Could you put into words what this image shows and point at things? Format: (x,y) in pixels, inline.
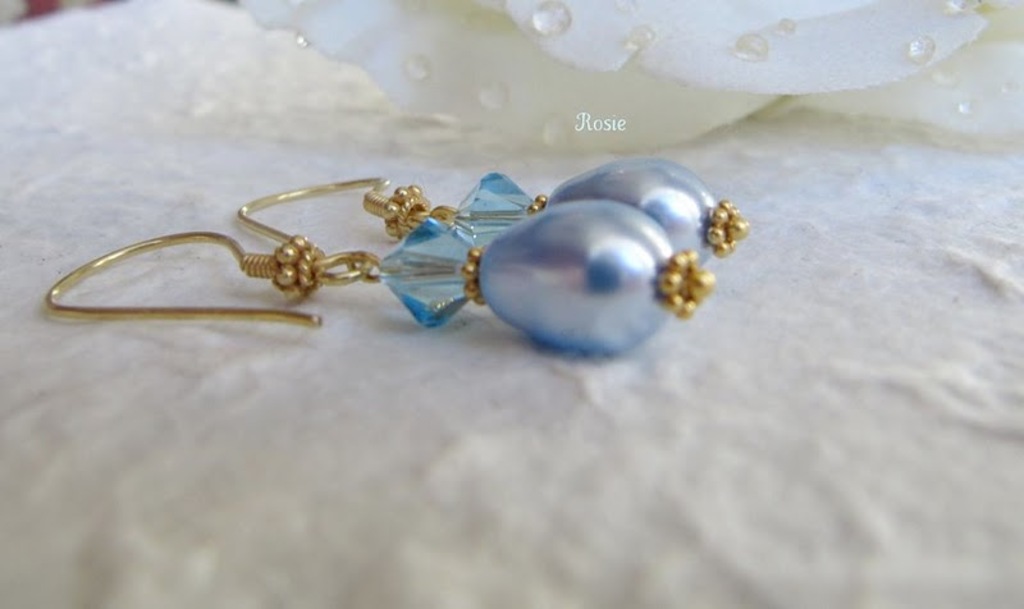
Here we can see earrings (609,221) on a white platform (520,371).
